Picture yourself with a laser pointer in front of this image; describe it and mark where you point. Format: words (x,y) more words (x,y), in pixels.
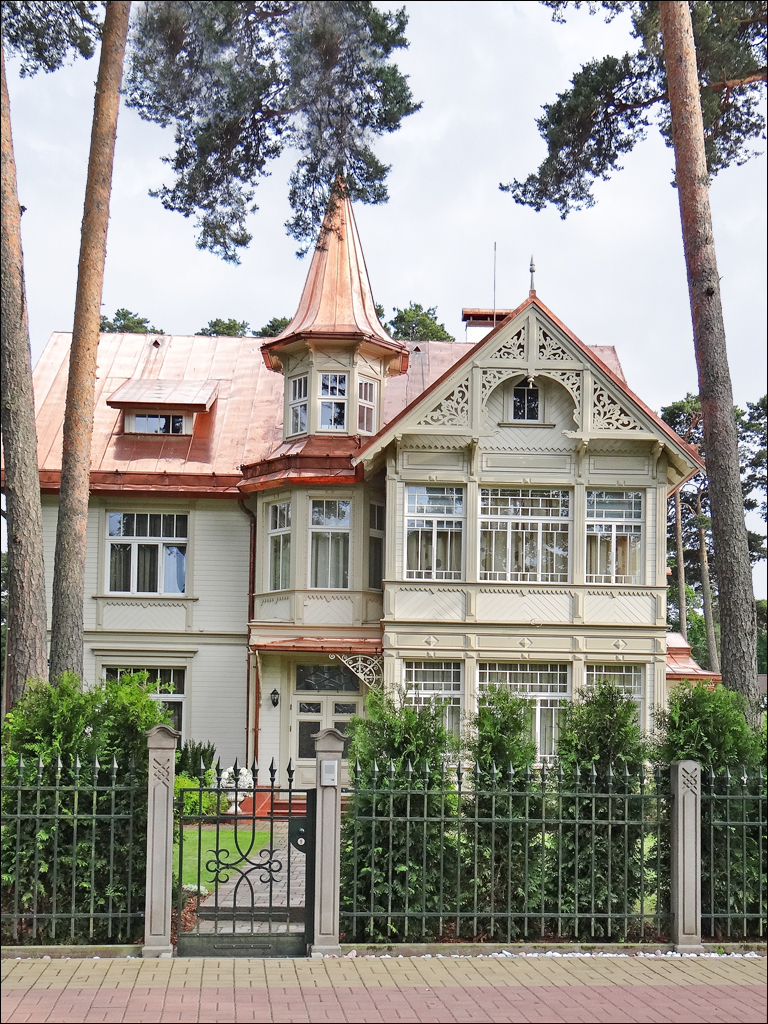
In the foreground (434,934) I can see a fence (324,918), plants (709,849), grass (184,861) and a building (376,592). In the background (422,257) I can see trees (592,106) and the sky (413,150). This image is taken during a day.
